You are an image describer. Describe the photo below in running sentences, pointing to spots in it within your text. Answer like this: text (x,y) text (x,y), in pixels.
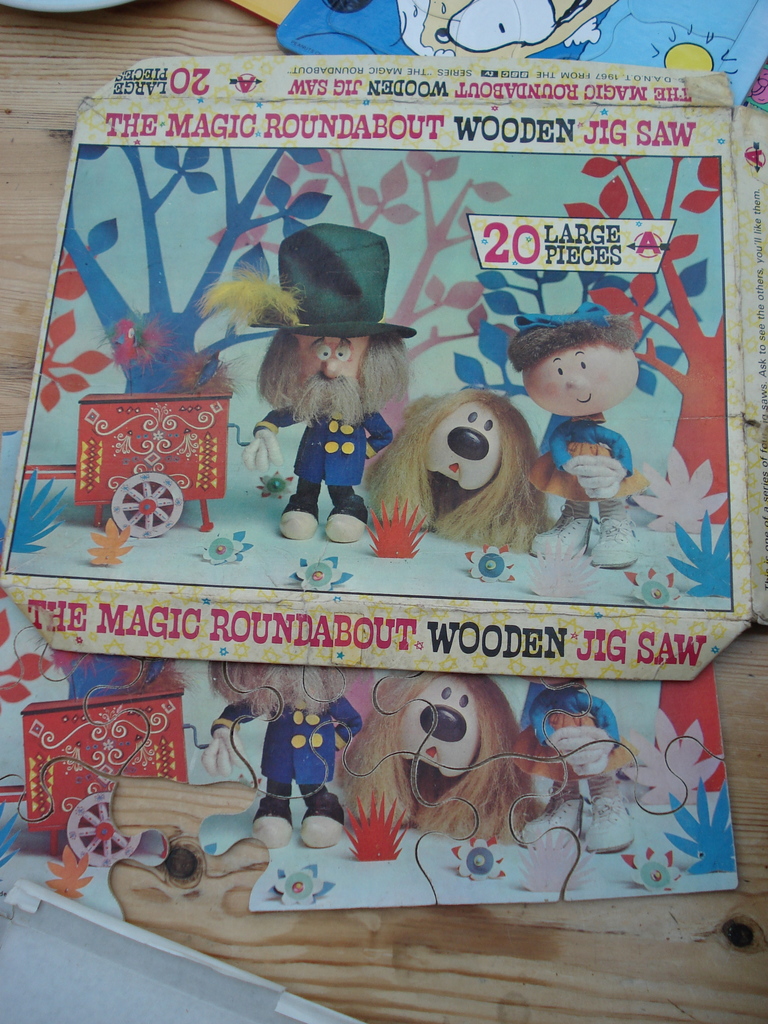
In this image, this looks like a puzzle (564,846) and a cardboard box (318,169) with the cartoon pictures (647,303) on it. At the top of the image (395,32), I can see another puzzle (376,48), which is placed on the wooden floor (273,933).
